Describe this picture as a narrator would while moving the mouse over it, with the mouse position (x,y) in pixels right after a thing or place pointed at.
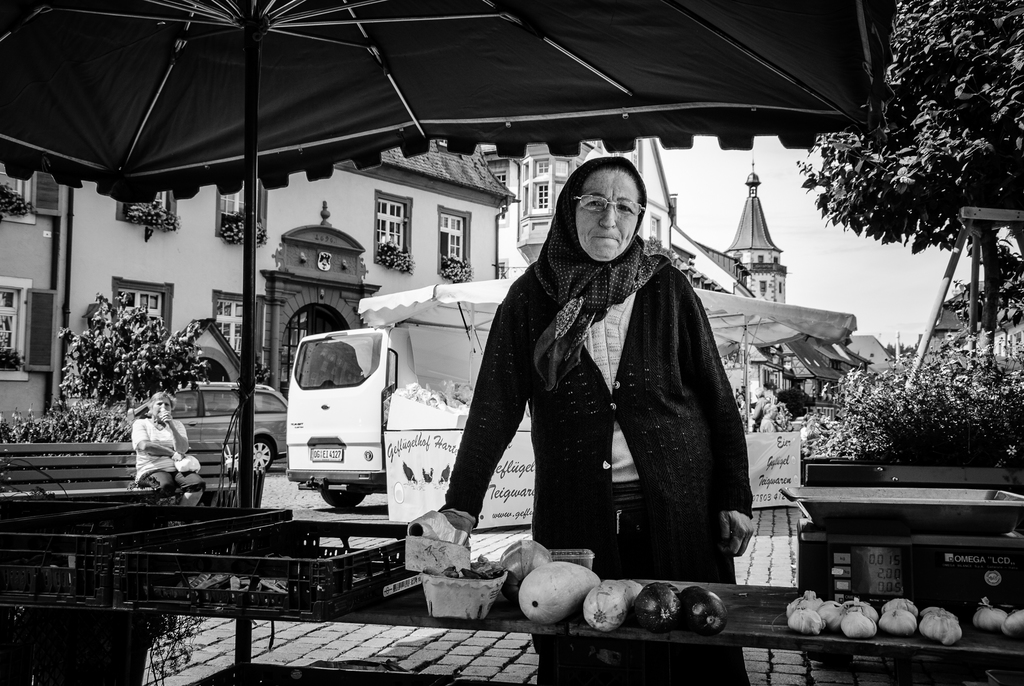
This is a black and white image. There is a tree (954,104) on the right side (974,89). There are bushes (178,355) on the left side (106,370) and right side. There is building (374,175) in the middle (679,247). There is a car (339,435) in the middle (352,431). There is a tent (446,344) in the middle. At the bottom (777,640) there is a bench (906,657), on that there are some vegetables (544,575), woman (626,318) is standing near that. There is another person (157,398) sitting on a bench (75,449) on the left side (3,478).
